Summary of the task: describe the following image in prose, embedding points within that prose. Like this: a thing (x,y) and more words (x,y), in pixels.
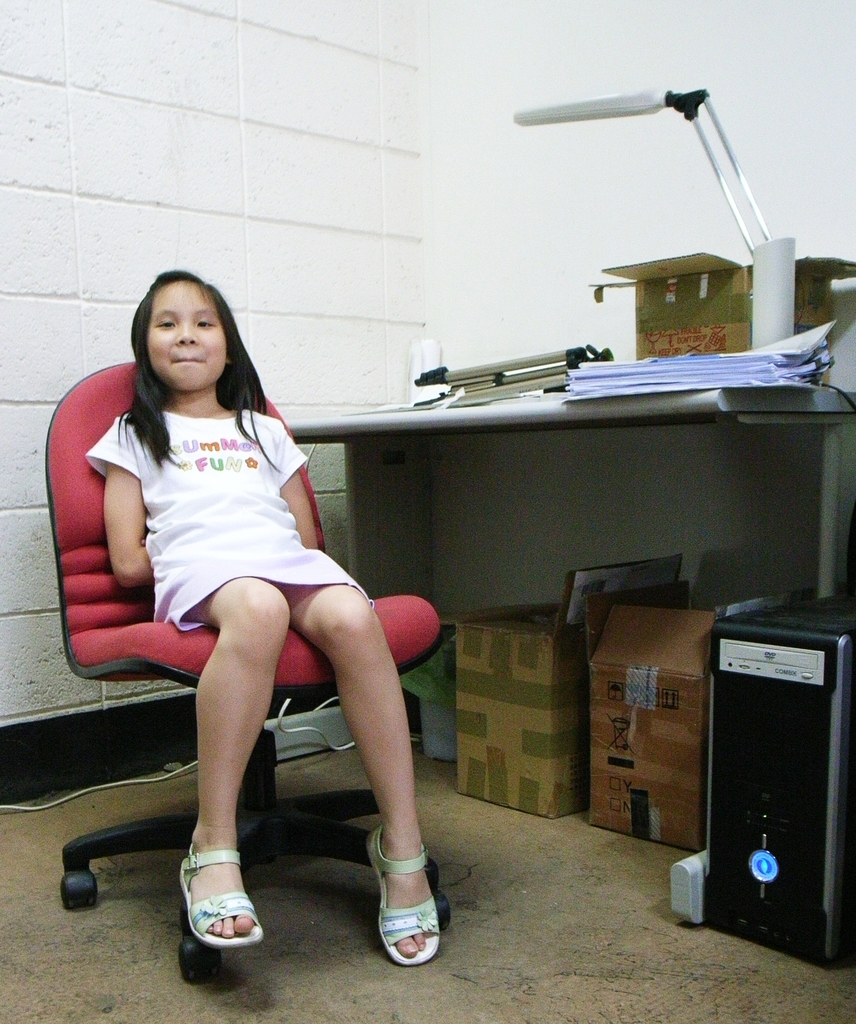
This is the picture of a girl (189,525) who is wearing white dress (237,531) and white sandal (192,910) sitting on the chair (202,655) which is red in color in front of the desk (783,438) on which there are some papers (691,363) and a lamp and under the desk (629,527) there are some boxes (581,649) and the board (726,744).
